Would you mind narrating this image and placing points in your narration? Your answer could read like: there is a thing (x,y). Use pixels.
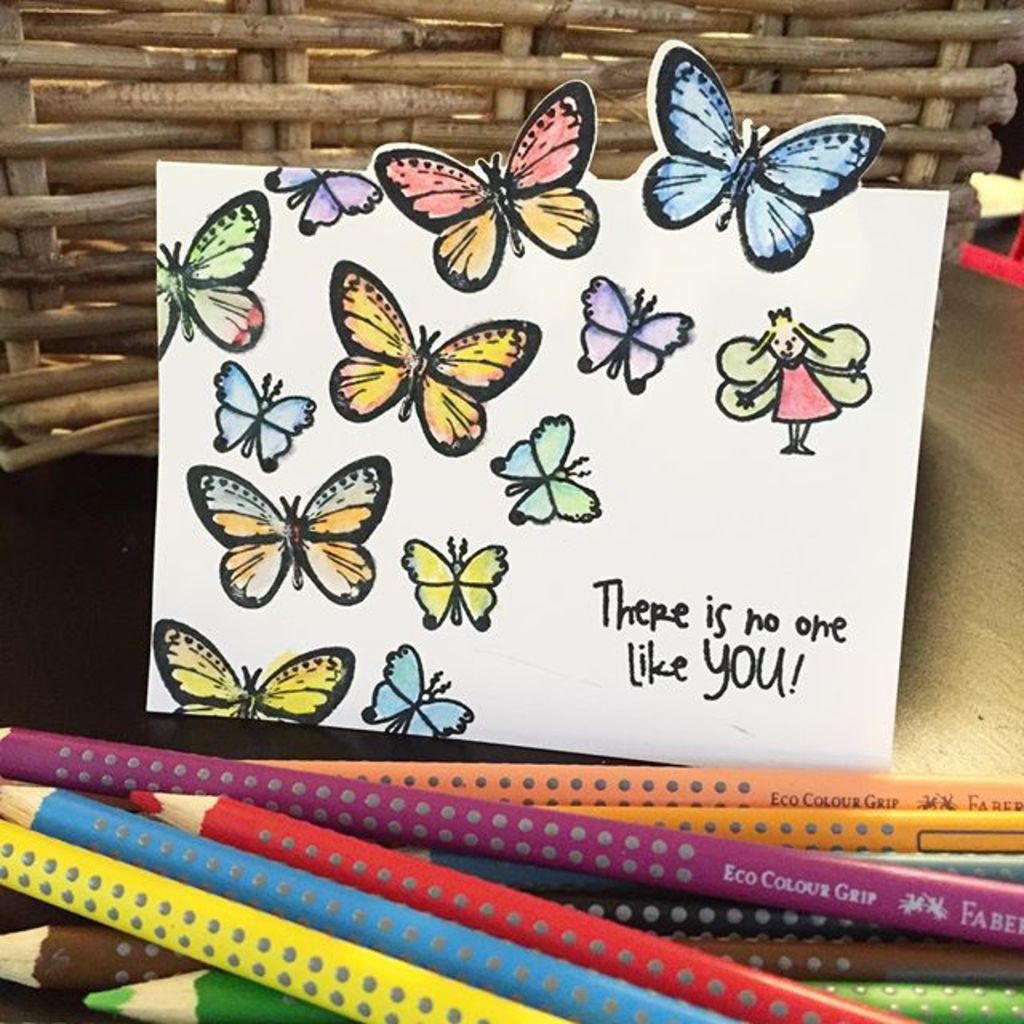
In this picture we can see a basket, poster (157,625) and color pencils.
